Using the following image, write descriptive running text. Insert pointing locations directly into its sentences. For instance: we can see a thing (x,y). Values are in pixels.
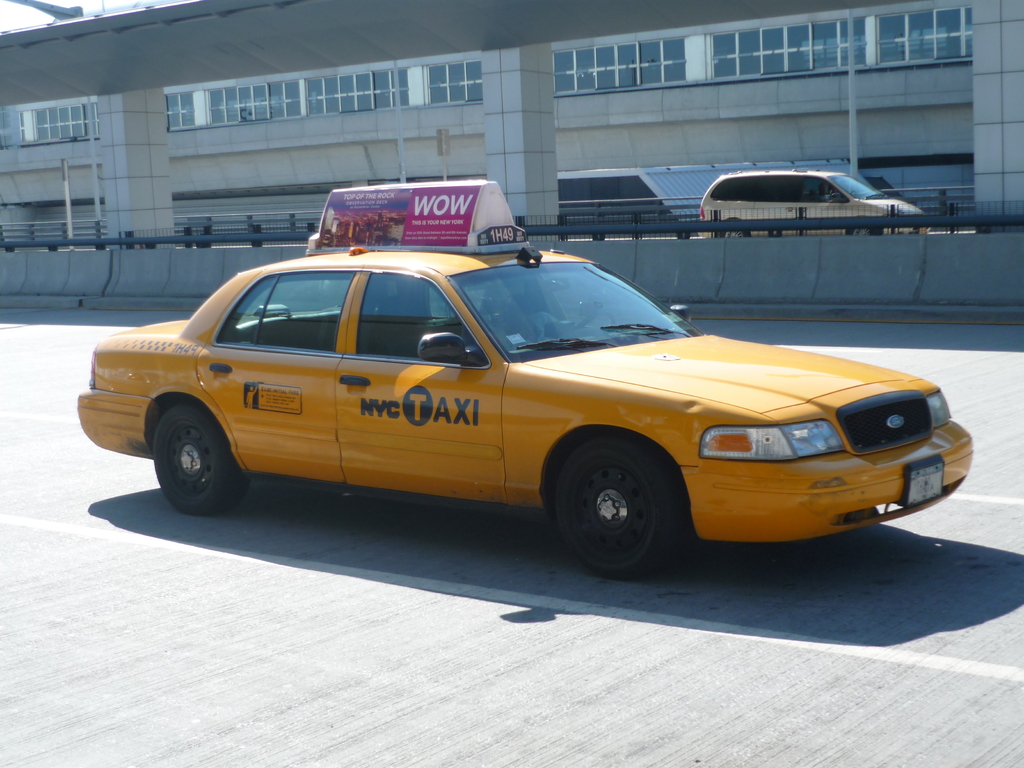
In the picture we can see a taxi (271,398) which is yellow in color and some board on top of it and beside it, we can see a railing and a fly over (275,16) with pillars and under it we can see some cars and beside it we can see a building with a glass window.
